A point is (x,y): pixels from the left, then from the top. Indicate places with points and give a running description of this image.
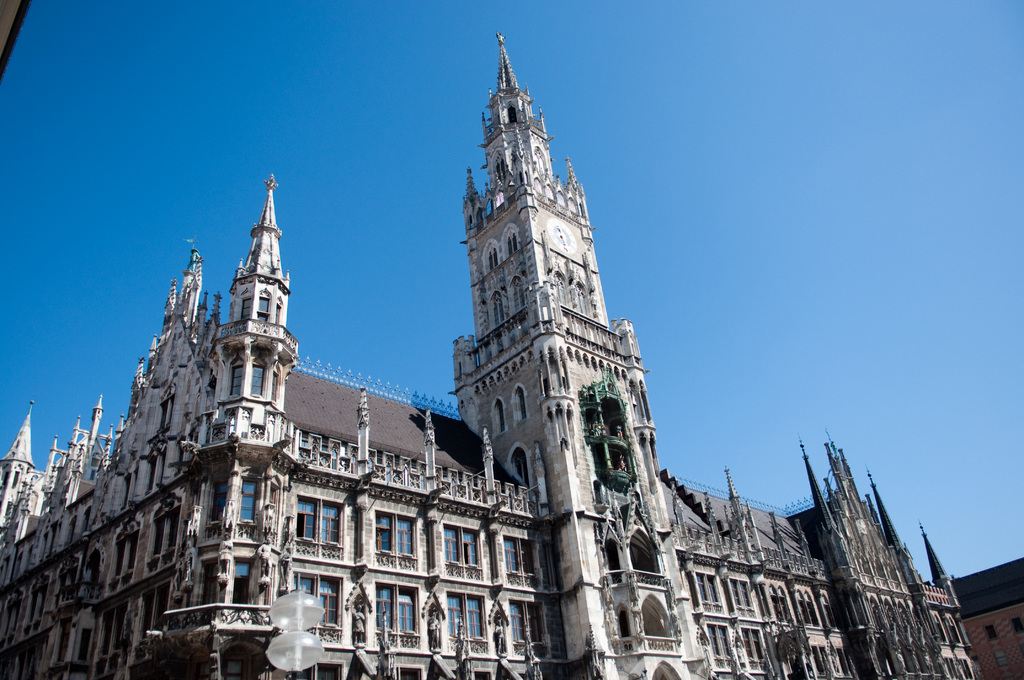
In this image there is a building (562,542). There are windows (397,536) to the walls (549,446) of the building (815,631). On the top of the building (552,224) there is a clock (564,223) to the wall (545,219). At the top (456,68) there is the sky (656,62). At the bottom (287,626) there are street lights (277,606) to a pole (290,673).
